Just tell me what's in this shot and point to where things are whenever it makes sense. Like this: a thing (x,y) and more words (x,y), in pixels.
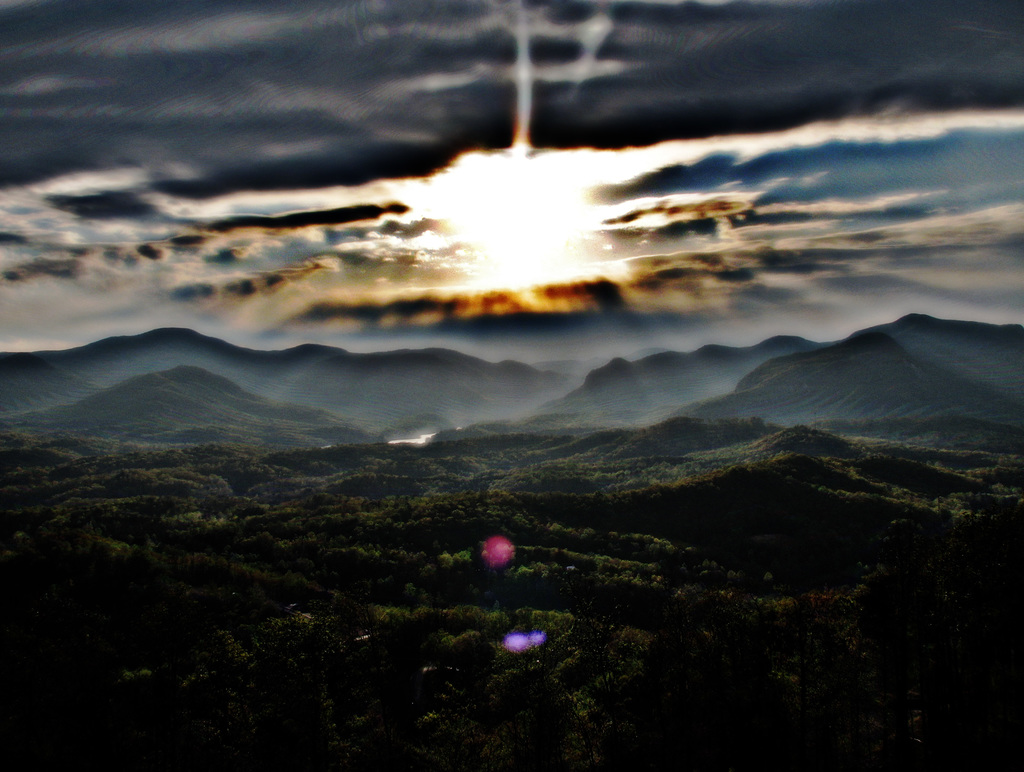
In the picture there are many trees (673,527), there are hills (743,471), there is a cloudy sky (693,173).
